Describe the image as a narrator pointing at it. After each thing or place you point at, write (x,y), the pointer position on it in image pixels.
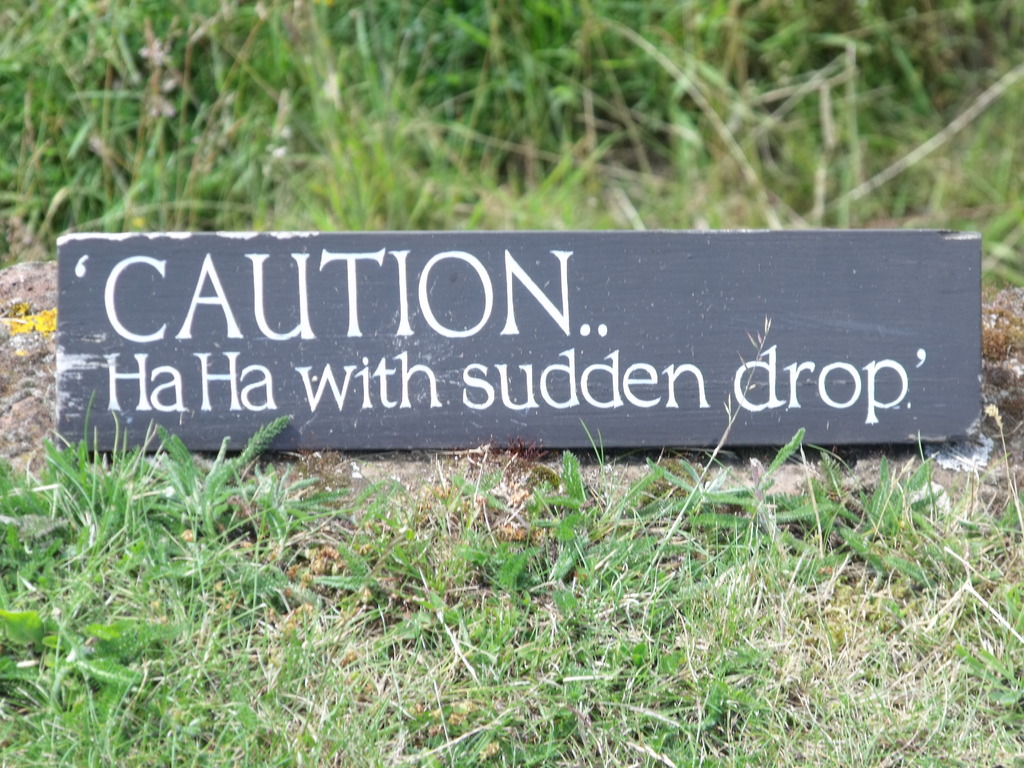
In this image we can see a grassy land (569,538). There is a board (369,364) with some text (334,393) written on it.
